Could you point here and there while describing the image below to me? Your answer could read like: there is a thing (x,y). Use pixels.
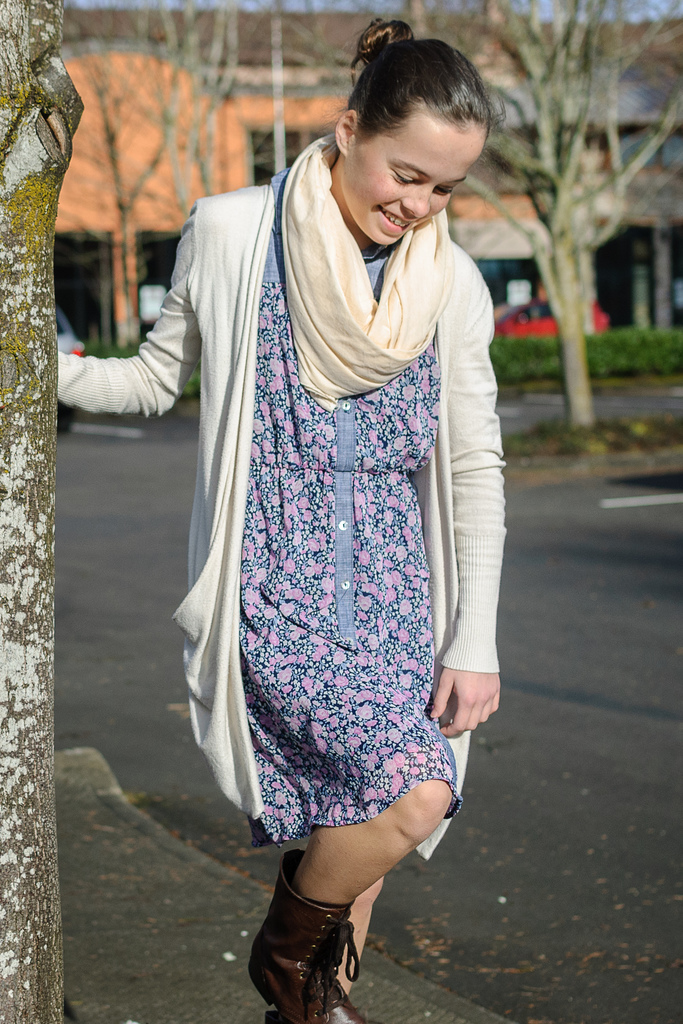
In this picture we can see a woman (438,462) smiling, tree trunk (30,133) and in the background (557,431) we can see the road (586,476), trees (571,414), building (89,209), vehicles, plants (523,337) and some objects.
